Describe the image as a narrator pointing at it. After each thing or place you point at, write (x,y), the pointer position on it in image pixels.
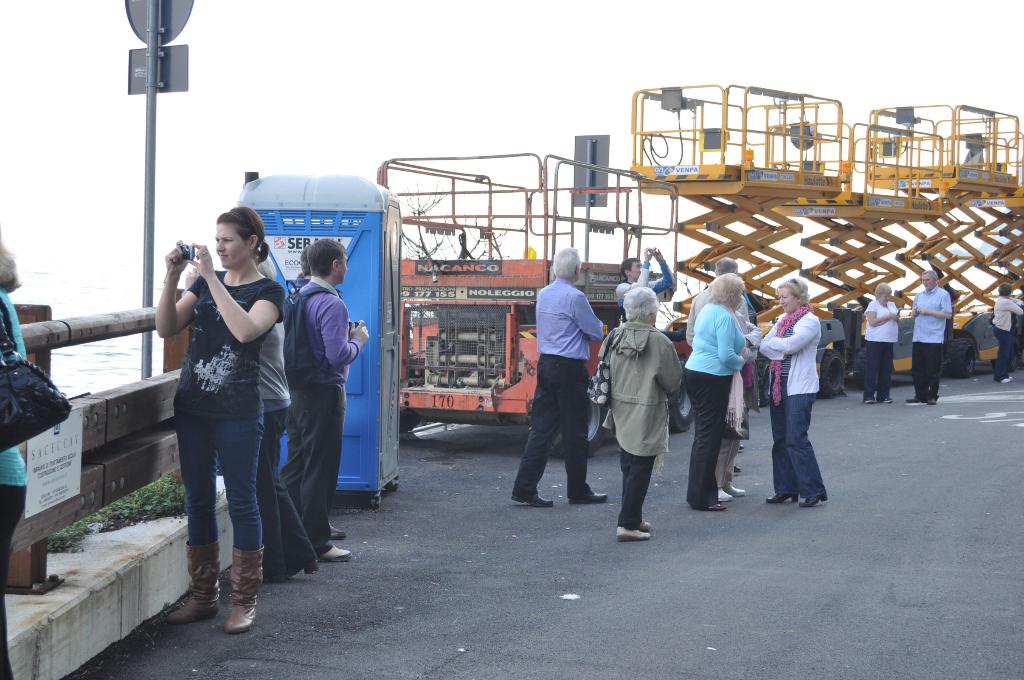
In the image few people (224,255) are standing and holding cameras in their hands (208,252). Behind them there is a vehicle (977,223) and pole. In the left corner of the image (155,313) there is a fencing (137,309). Behind the fencing (139,309) there is water (93,293). At the top of the image (489,117) there is sky (5,56).
